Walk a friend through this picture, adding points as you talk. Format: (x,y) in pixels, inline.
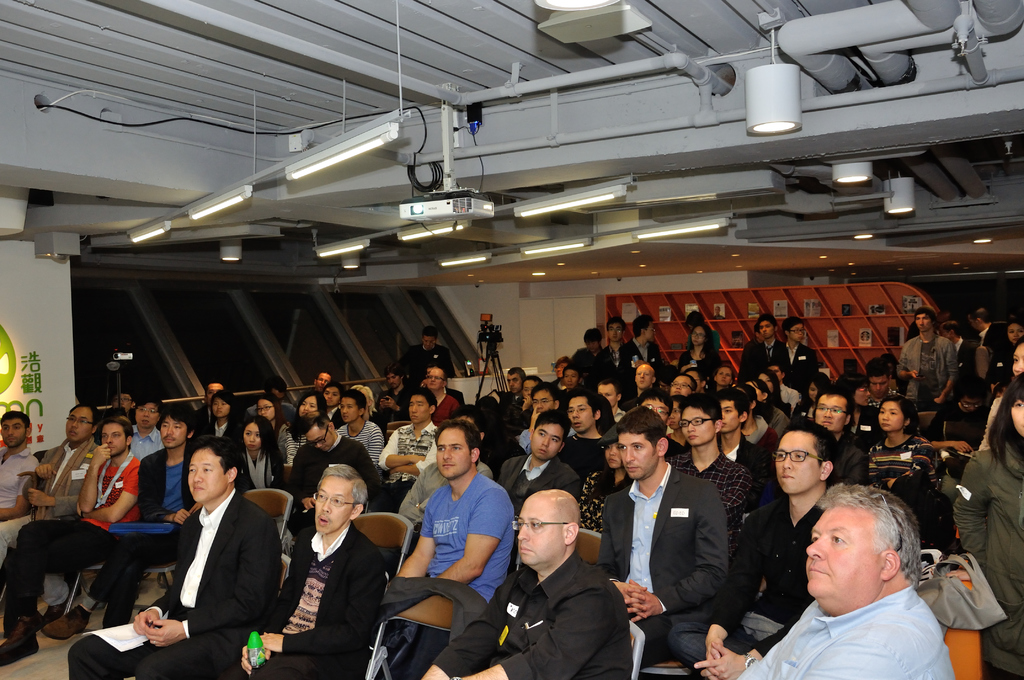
In this image at the bottom (620,613) there are a group of people (133,506) who are sitting and some of them are standing, at the top (490,216) there is one projector (438,216) and some lights (892,189) and pipes (446,90) and ceiling (302,80). In the background (61,344) there is a wall (496,305) and some boards (844,319), and also we could see some cameras (491,330).
